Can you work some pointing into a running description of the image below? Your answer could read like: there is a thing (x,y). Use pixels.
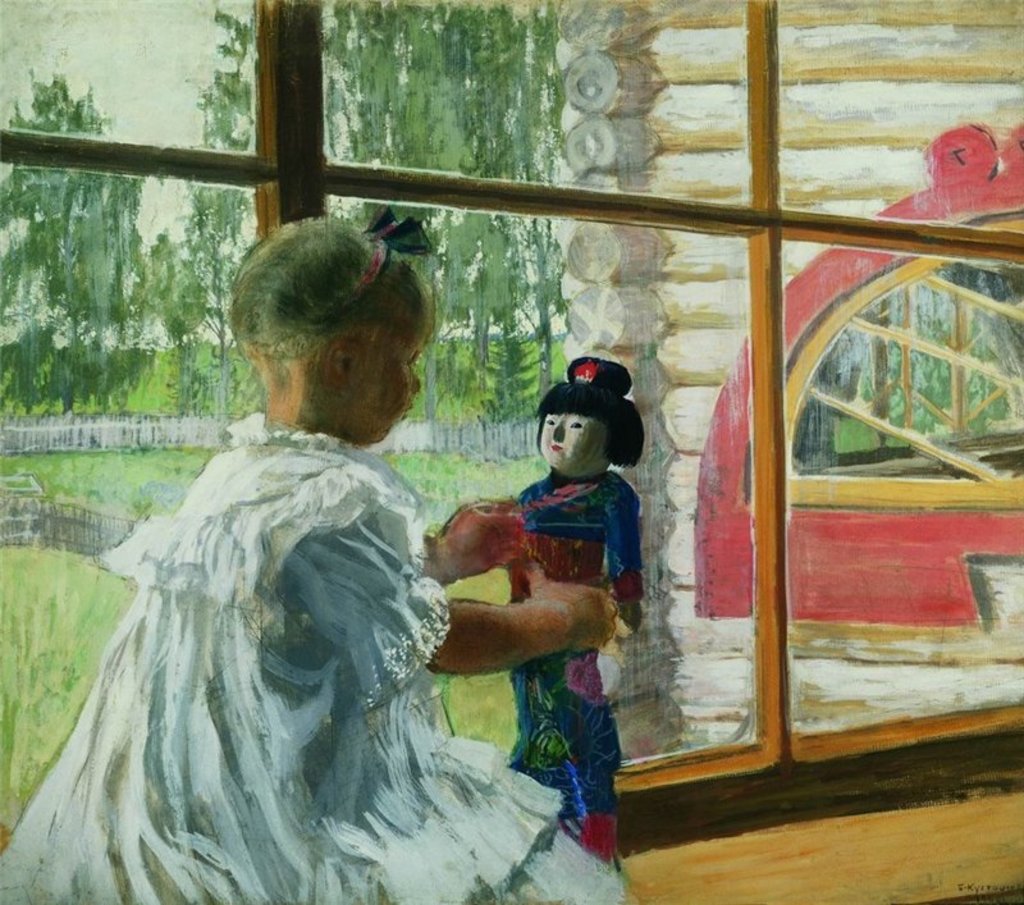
In this image, we can see the painting (235,524) of a person (543,798) holding an object (604,545). We can see the wall (722,279) and some windows (755,462). We can also see some grass (37,587) and trees (485,64).
